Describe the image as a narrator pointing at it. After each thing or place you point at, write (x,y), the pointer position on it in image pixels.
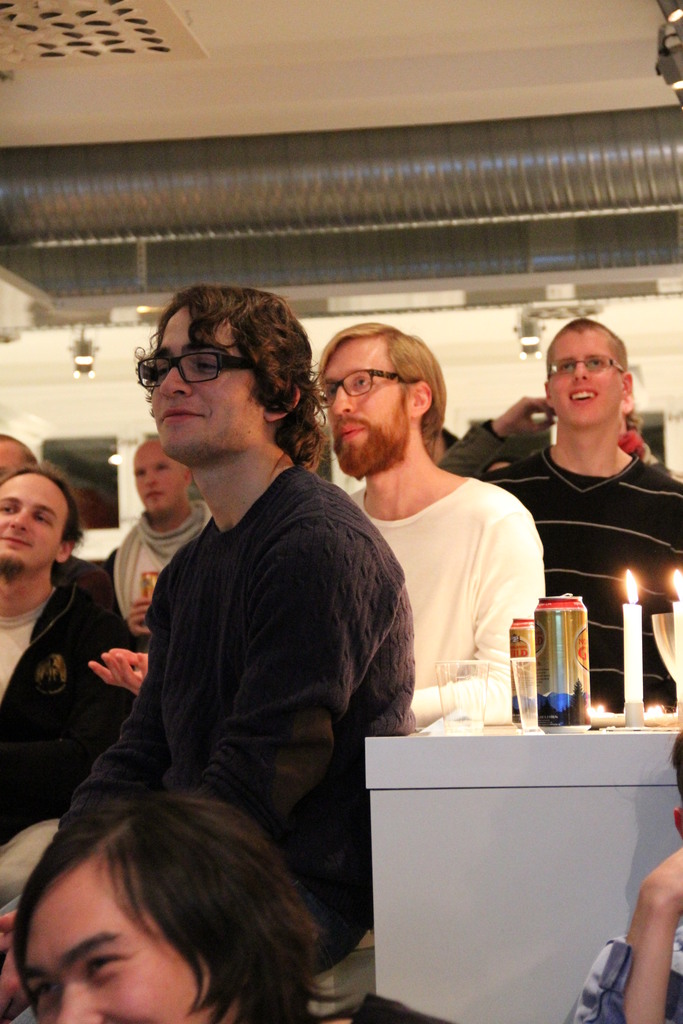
In this picture we can see a group of people (166,616), tins (569,632), glasses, candles (682,606), spectacles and in the background (69,410) we can see the wall (475,340), ceiling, lights (87,361), some objects (289,245).
